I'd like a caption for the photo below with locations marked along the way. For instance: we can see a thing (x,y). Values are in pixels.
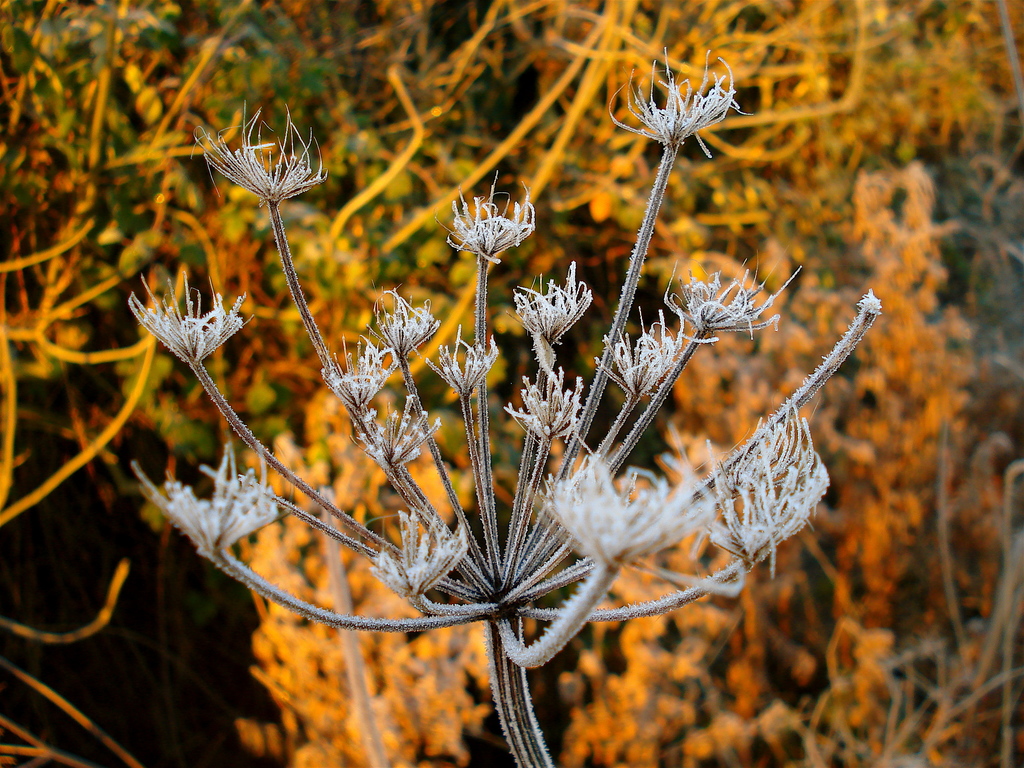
In this image, there is a stem (293,268) with branches (534,660), at the background (369,85) there are some dried plants (646,675).
